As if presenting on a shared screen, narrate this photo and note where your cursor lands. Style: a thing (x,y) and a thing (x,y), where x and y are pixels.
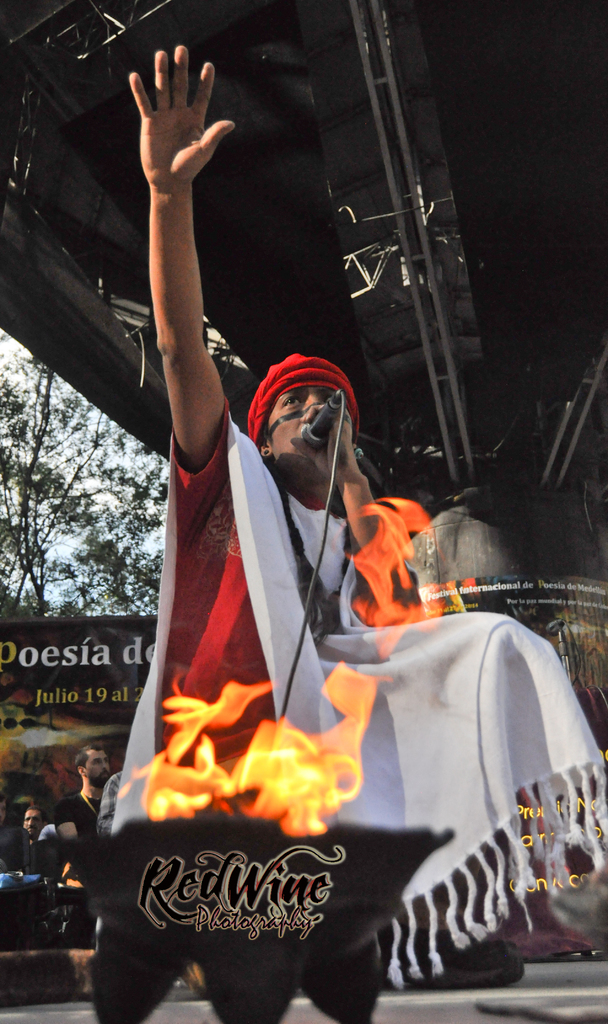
In this picture we can see the man (230,548) wearing red and white color dress (282,557), sitting on the stage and singing in the microphone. On the bottom side (283,902) there is a watermark (254,917) on the image.
